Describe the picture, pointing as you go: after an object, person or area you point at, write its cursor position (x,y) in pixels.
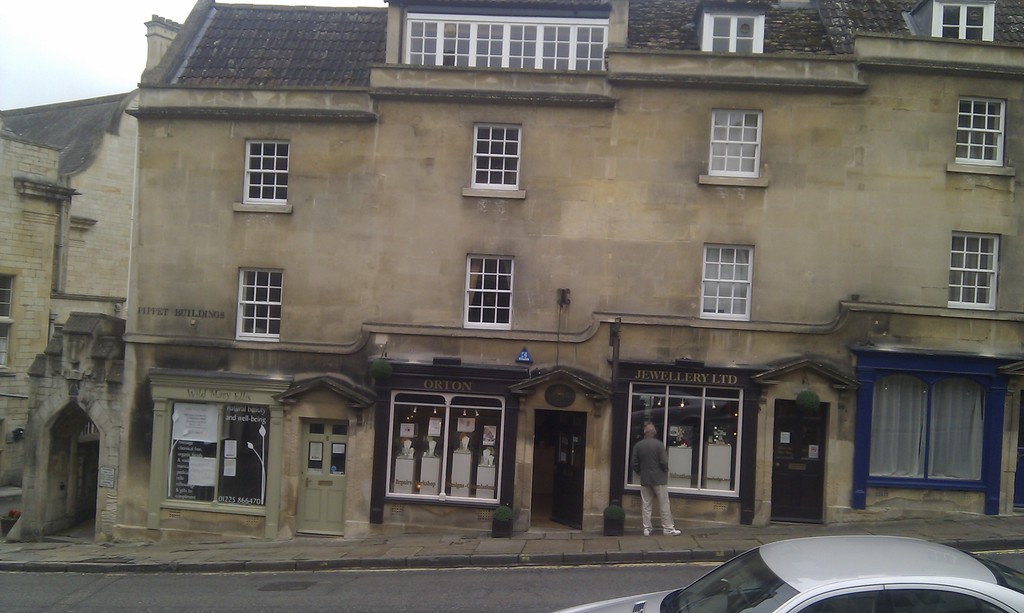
In this image we can see buildings (247,252), a person (651,474) is standing on the pavement (519,536) in front of the building (738,504) and there are few posters (199,438) with text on the building (563,427) and there is a car (754,578) on the road (375,587).
